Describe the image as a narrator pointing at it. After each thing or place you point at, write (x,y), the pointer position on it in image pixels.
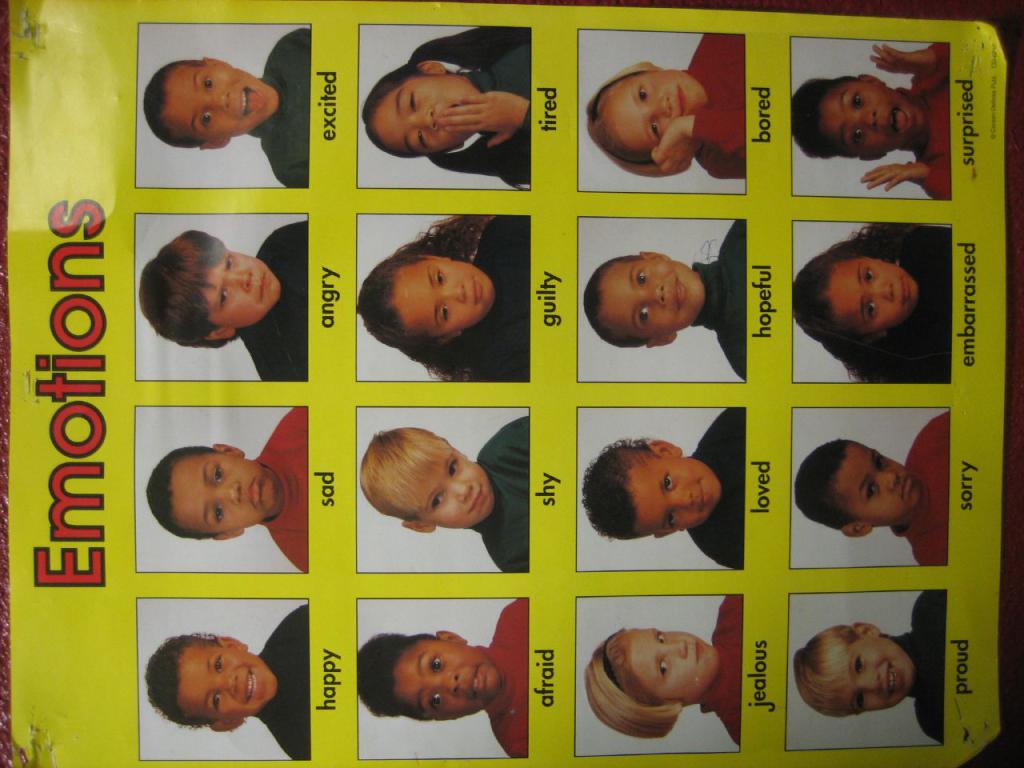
In this image there is a chart (569,338) with the images of persons (662,523) and there is some text (552,486).
